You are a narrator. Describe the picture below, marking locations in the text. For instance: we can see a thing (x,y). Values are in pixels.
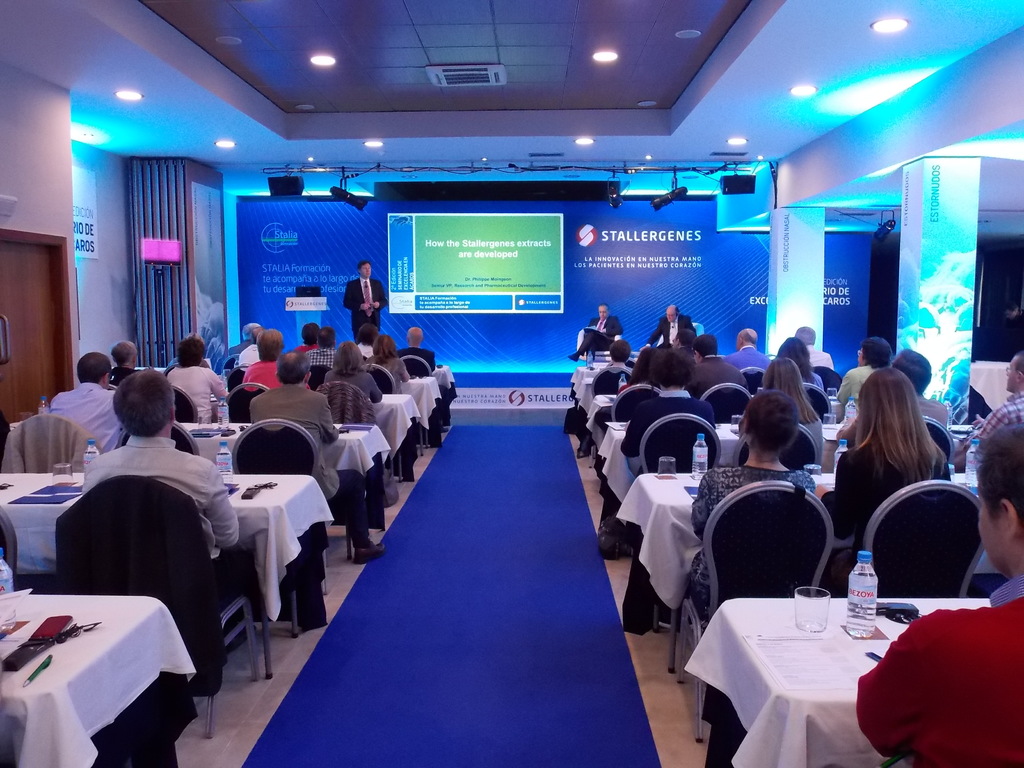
At the bottom of the image (566,577) on the floor (566,542) there is a blue carpet (566,542). On the sides of the carpet (566,577) there are table (19,714) with mobiles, glasses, bottles (859,601) and some other things (30,500). There are few people (990,513) sitting on the chairs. In front of them there is a stage (645,312) with two men (608,336) are sitting and there is a man (354,294) standing. Beside the man (359,282) there is a podium (308,307). Behind them there is a screen (554,239) with something written on it. Beside the stage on the left side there is a banner (196,204) and also there is a lamp (147,248). And on the right side of the image (945,251) there are pillars (906,265) with lights (888,226). At the top of the image (256,111) there is ceiling (701,38) with lights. And on the left corner of the image (25,239) there is a wall (25,205) with a door (33,356).
